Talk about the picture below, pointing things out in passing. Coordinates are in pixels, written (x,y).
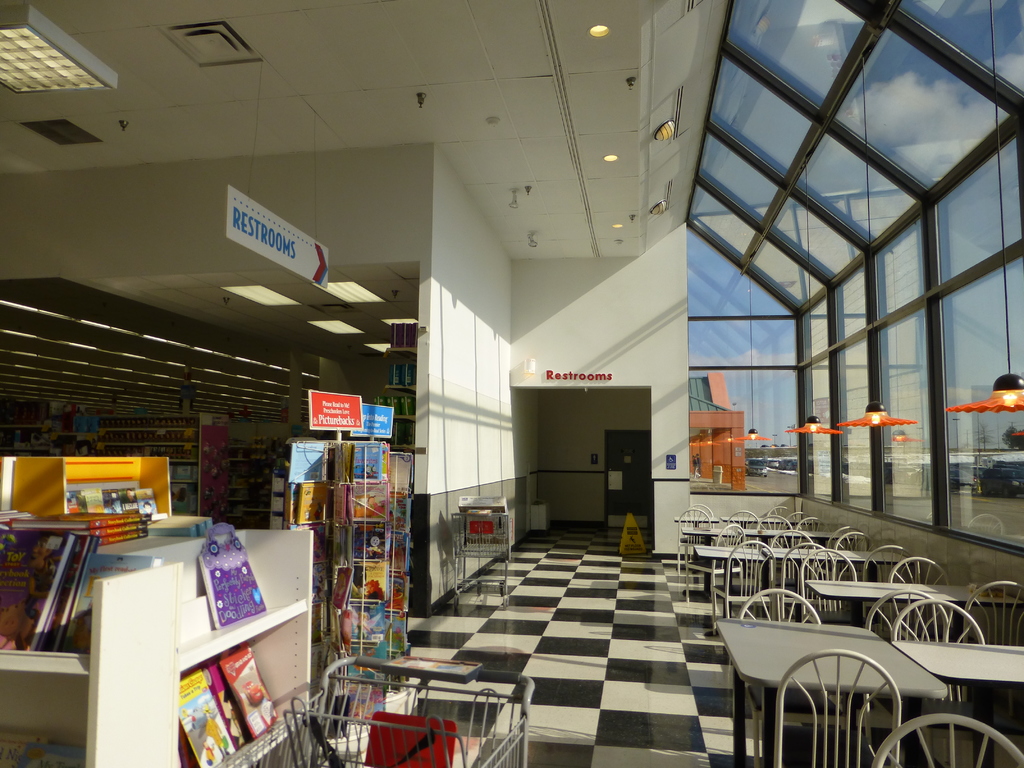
In the image we can see there are tables (845,593) and chairs (871,666) in the corner and on the other side there is book shelf (26,500) and its a market (367,517) and on the banner (248,227) its written "Rest Rooms"
